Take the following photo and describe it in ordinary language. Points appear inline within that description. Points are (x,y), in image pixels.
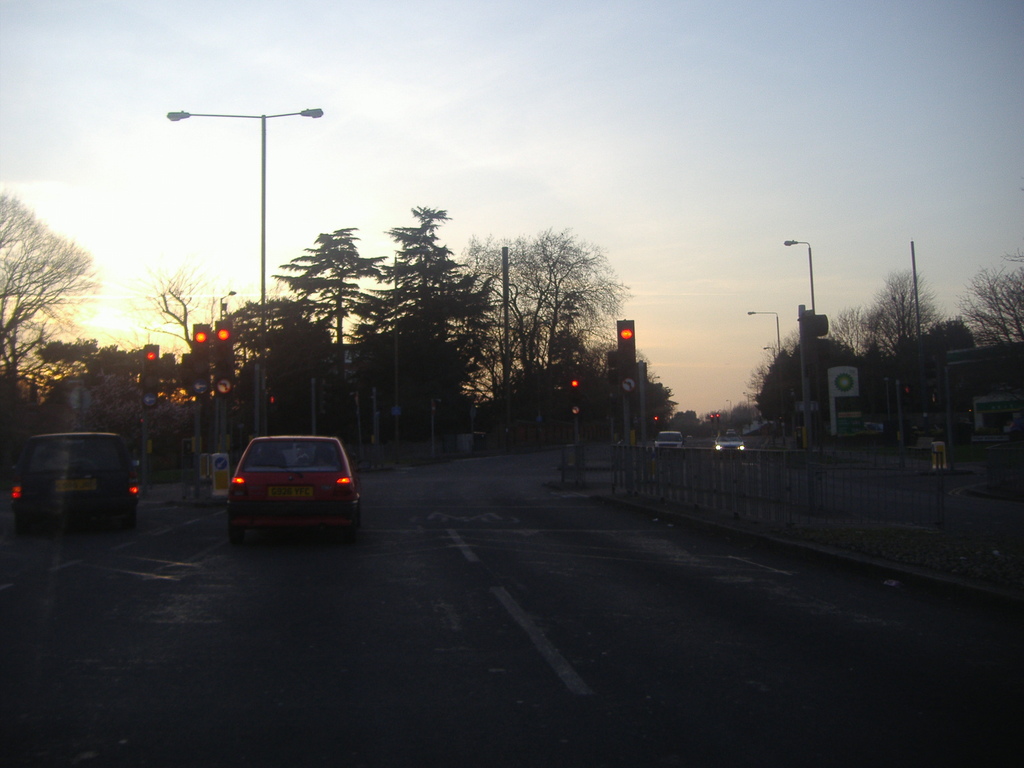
This picture is clicked outside the city. At the bottom (478,666), we see the road (632,650). On the right side (861,472), we see the steel barriers (781,517). On the right side (900,425), we see the traffic signals (934,395), street lights (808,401), poles (897,410), buildings (966,389) and trees (789,396). In the middle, we see the cars (350,487) are moving on the road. On the left side (322,372), we see the traffic signals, poles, street lights (266,414) and trees (279,355). At the top (640,102), we see the sky (604,108) and the sun (115,301).
